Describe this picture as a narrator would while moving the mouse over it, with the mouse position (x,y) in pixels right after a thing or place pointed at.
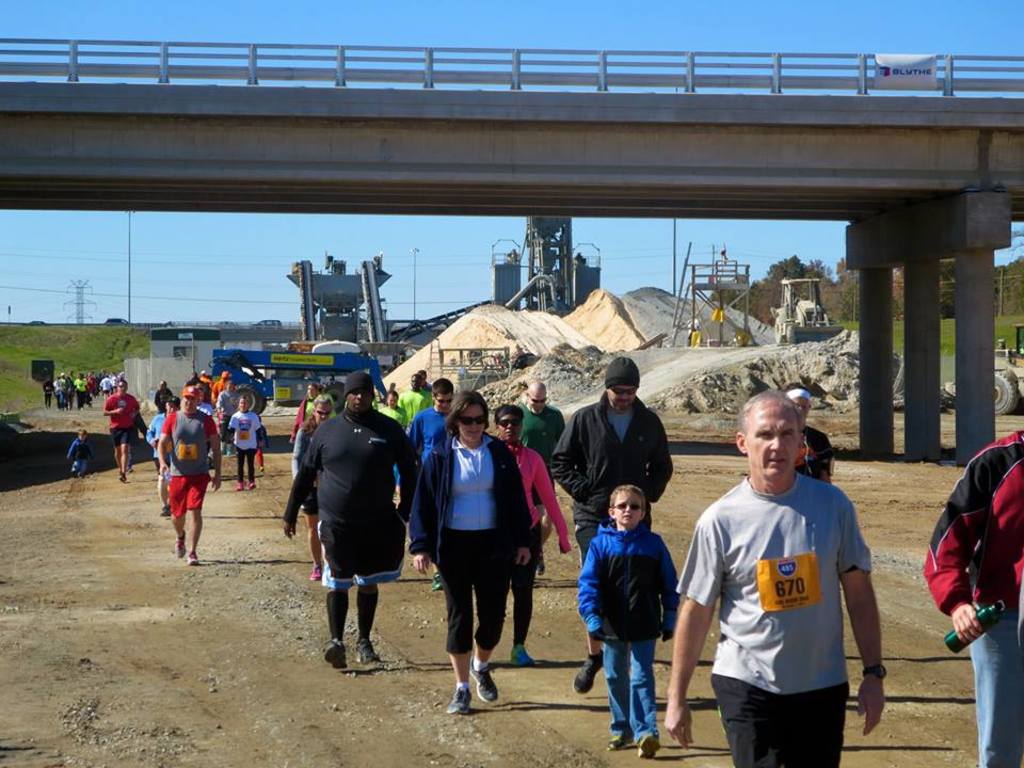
In the image we can see there are many people (300,510) walking, wearing clothes (353,444), shoes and some of them are wearing caps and goggles (319,414). Here we can see bridge (390,99), grass (20,355) and pillars (868,384). Here we can see the vehicle (1004,393), electric poles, electric wires (284,302) and the sky (516,39).
